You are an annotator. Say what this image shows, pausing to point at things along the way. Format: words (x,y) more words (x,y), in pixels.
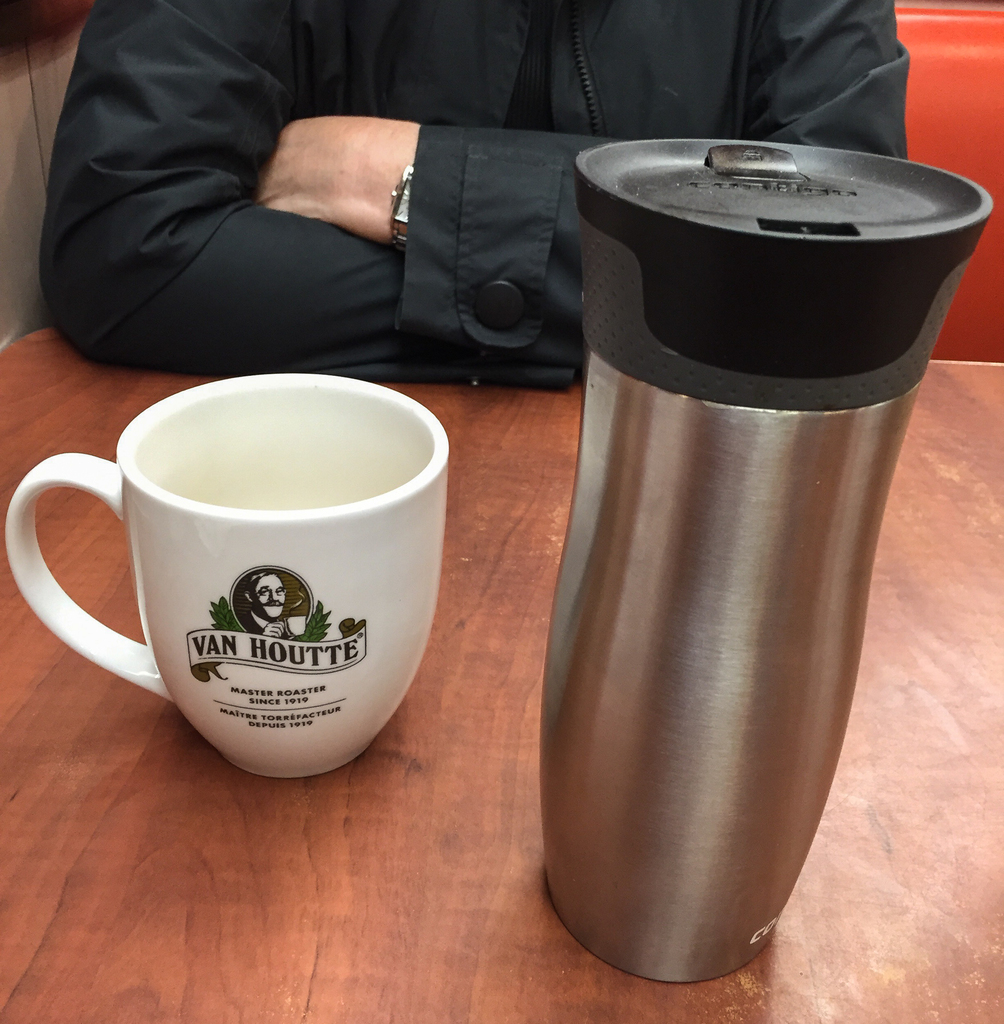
There is a person (408,176) sitting, in front of this person (369,353) we can see cup (379,514) and bottle (707,526) on the table (905,675), beside this person (133,65) we can see wall (48,98).
